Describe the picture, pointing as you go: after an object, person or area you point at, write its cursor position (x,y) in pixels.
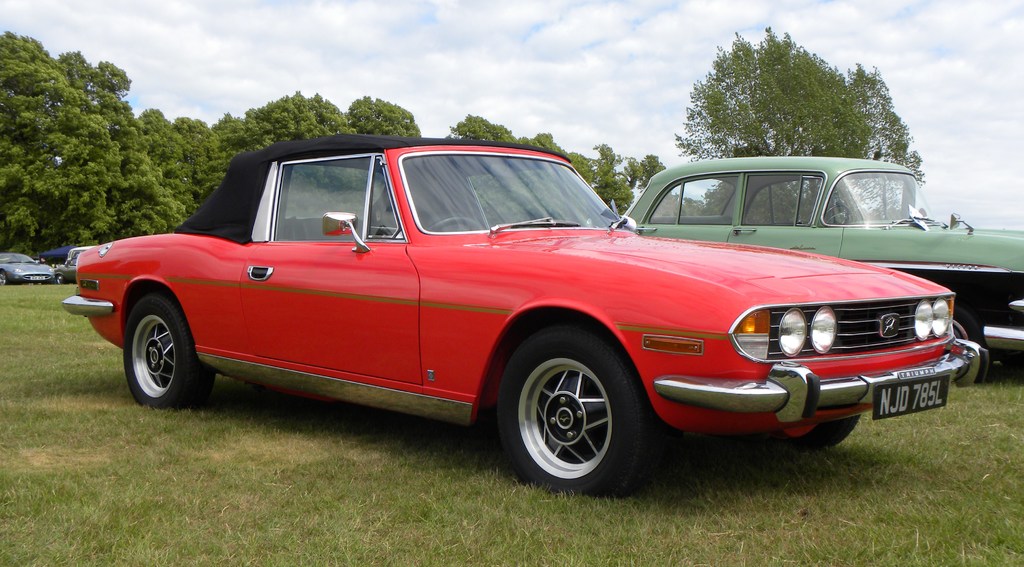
In this picture we can see cars (318,367) on the ground (109,344), trees (820,141) and in the background (644,46) we can see the sky (644,46) with clouds (550,68).
